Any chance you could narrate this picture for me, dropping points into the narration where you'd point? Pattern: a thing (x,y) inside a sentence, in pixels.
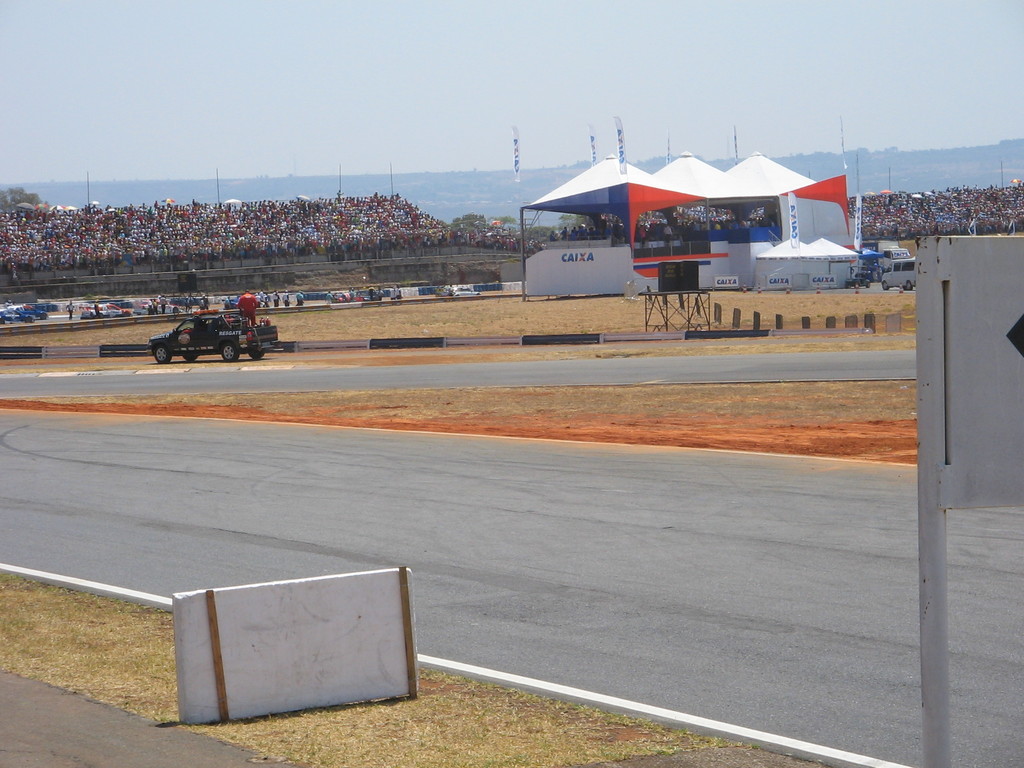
In this image I can see the vehicle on the road (332,522). In the background (637,242) I can see the tent (643,200) and the tent (733,210) is in white and orange color and I can also see group of people (160,231) and I can also see the hills (466,174) and the sky (506,90) is in white and blue color.
